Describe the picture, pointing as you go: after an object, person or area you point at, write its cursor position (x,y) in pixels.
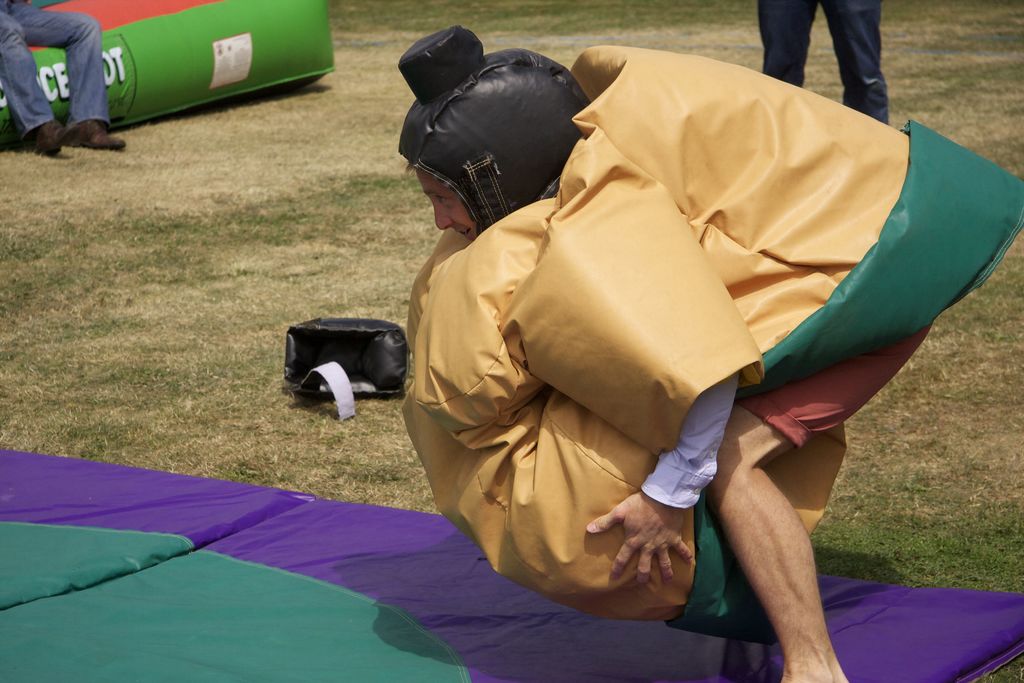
In the picture there is a person (486,344) doing some activity and there is a padded mat (285,560) below the legs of the person (626,582), beside that there is a lot of grass (979,125) and there are two legs (800,35) of two people (855,20) are visible in the image.
